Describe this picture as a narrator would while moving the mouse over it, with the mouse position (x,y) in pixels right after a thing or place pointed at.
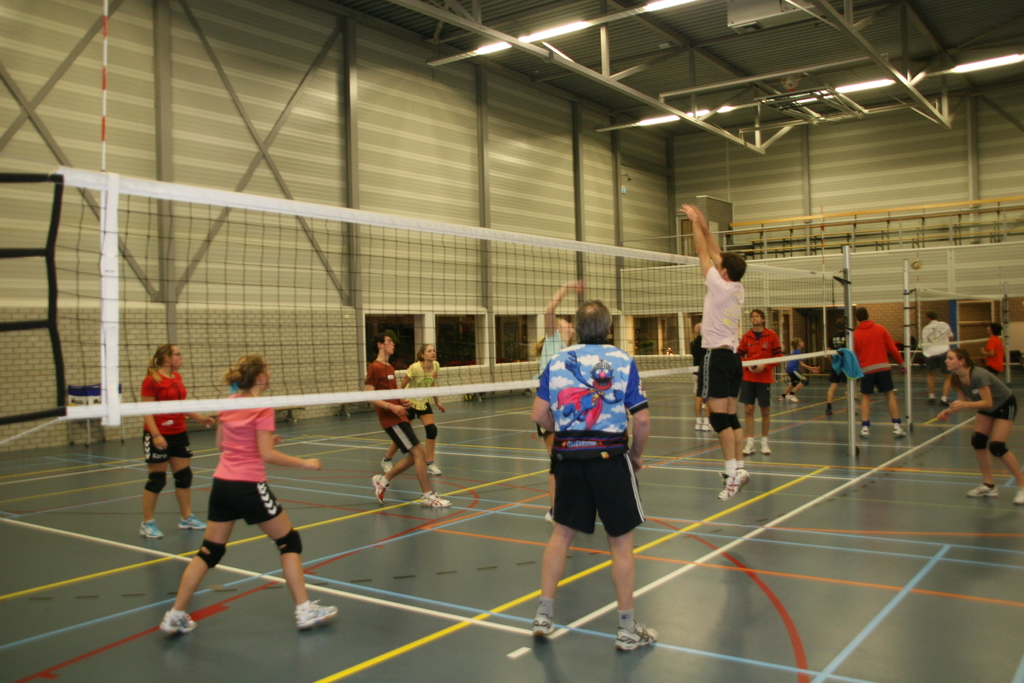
In this image we can see people (701,338) are playing volleyball and in the middle (588,248) there is a net (693,366).
